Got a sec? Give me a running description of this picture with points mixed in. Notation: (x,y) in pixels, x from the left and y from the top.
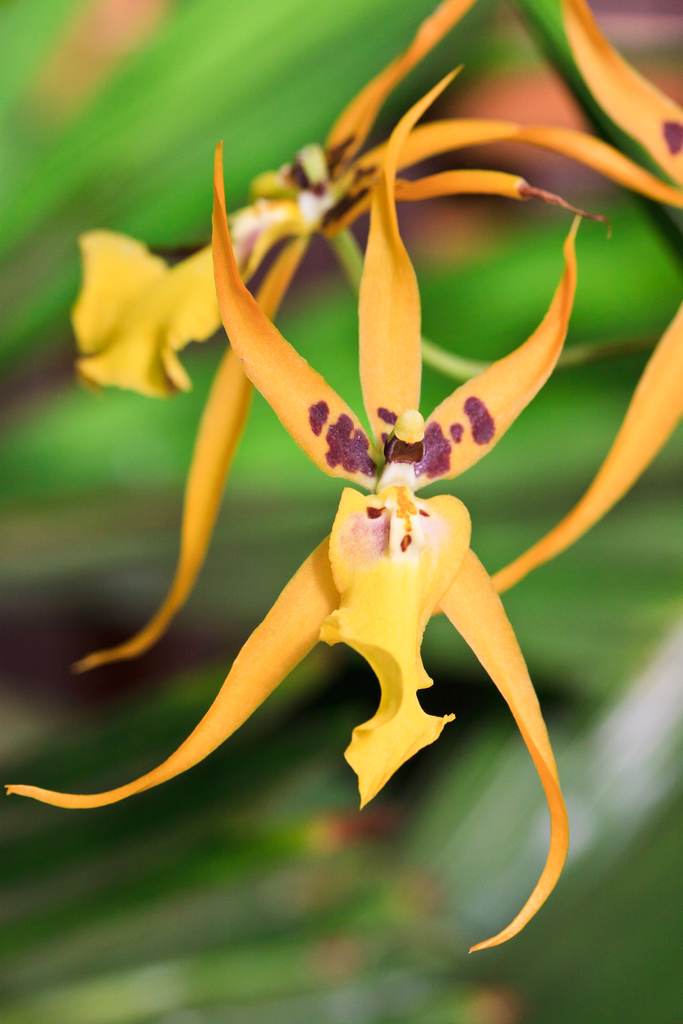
This image consists of a flower (309,406). It is in yellowish orange color.
